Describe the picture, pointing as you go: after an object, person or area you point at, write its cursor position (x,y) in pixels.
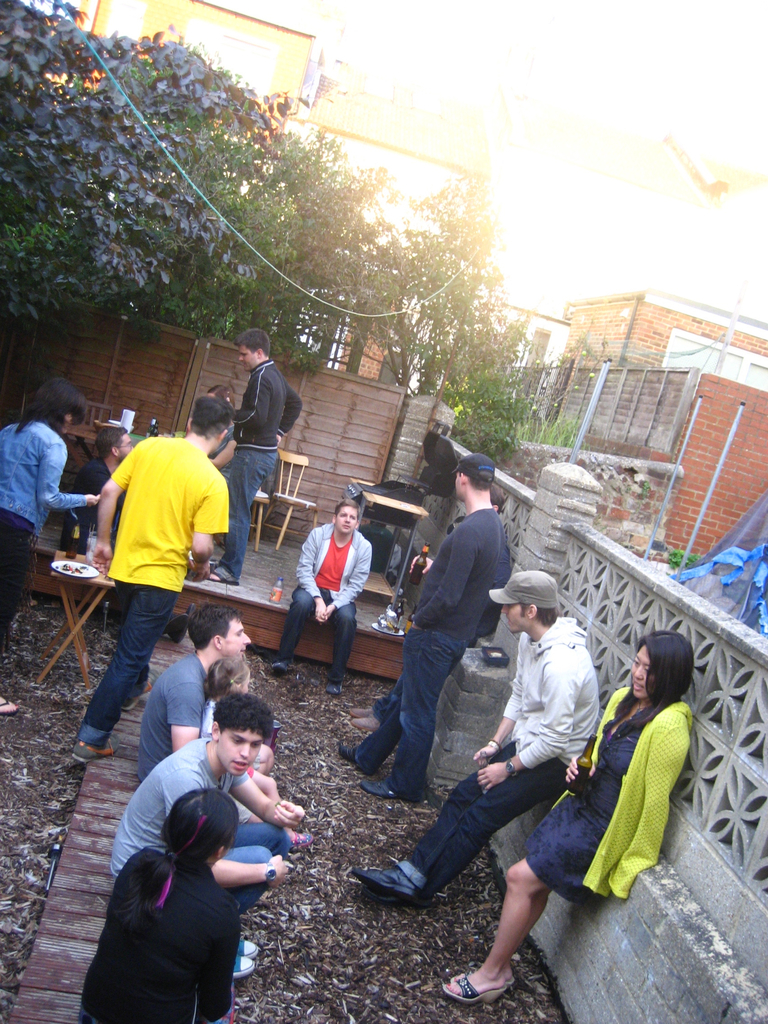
In this image we can see a group of persons (283,633). Behind the persons (244,434) we can see a wall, chairs (289,487) and tables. At the top (396,306) we can see trees (475,349) and buildings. On the right side (620,642), we can see a wall (705,492).
